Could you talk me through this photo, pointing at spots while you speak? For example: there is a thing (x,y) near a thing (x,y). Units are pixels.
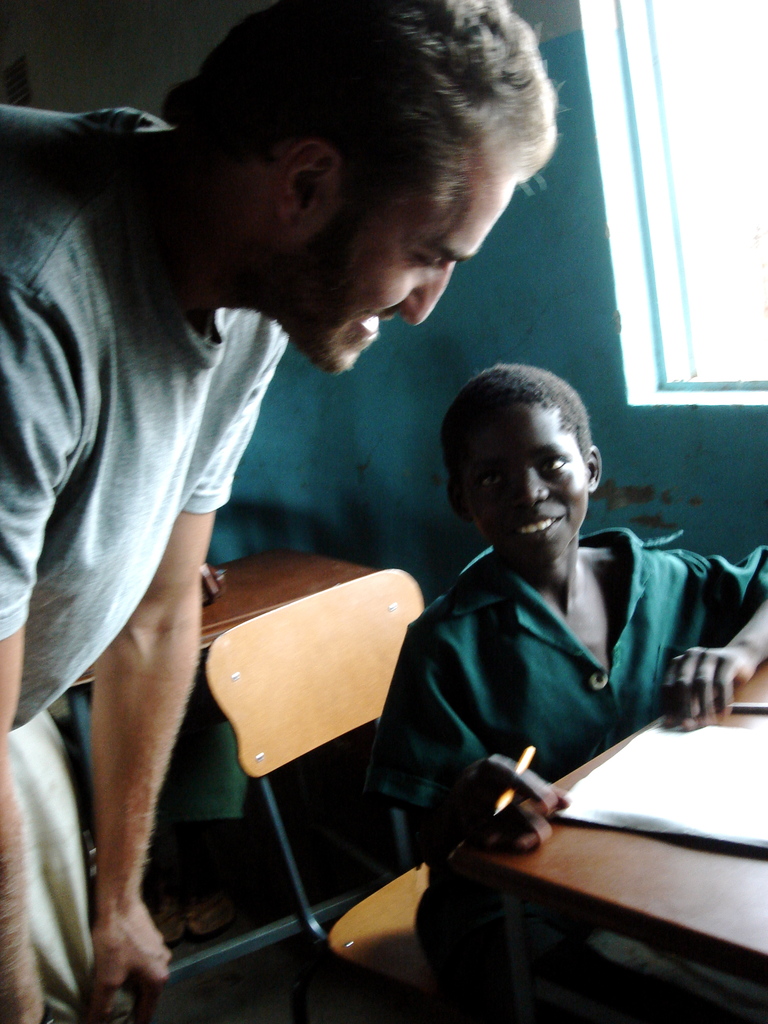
In this picture we can see a man (71,650) standing and a kid (534,599) sitting on a chair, there is a table (626,878) at the right bottom (723,901), we can see a paper (728,825) on the table (572,774), this kid (558,732) is holding a pencil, in the background (440,333) there is a wall (442,319), we can see a window (711,142) on the right side (711,142).
